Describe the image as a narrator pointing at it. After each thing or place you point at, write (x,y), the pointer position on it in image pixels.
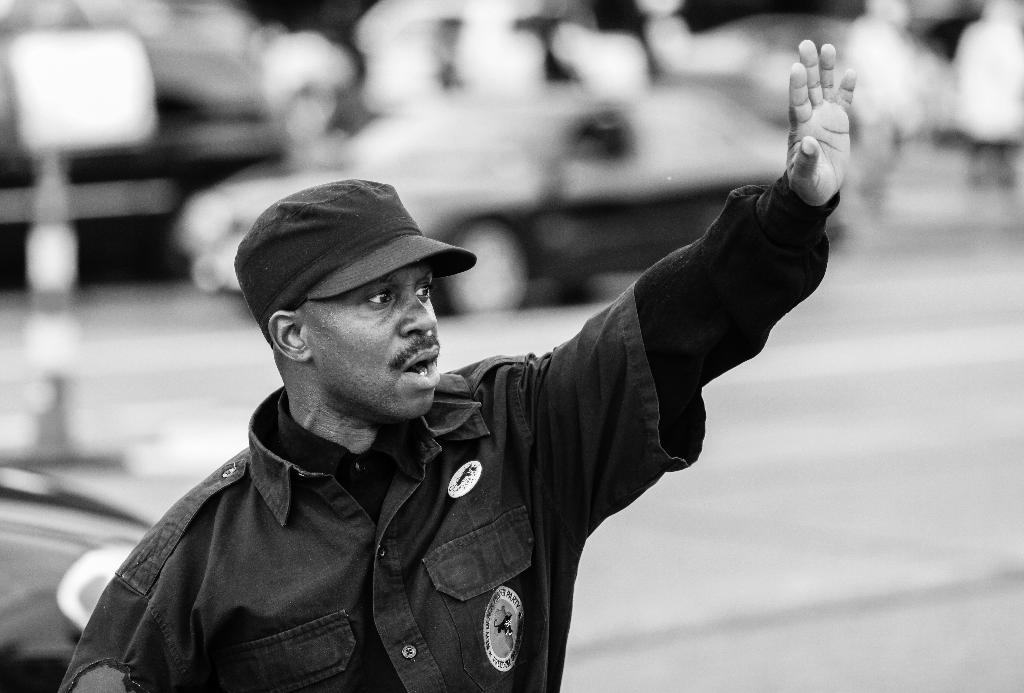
This is black and white picture, there is a man (423,583) wore cap (355,215). In the background (91,233) it is blurry and we can see a car (438,195).
